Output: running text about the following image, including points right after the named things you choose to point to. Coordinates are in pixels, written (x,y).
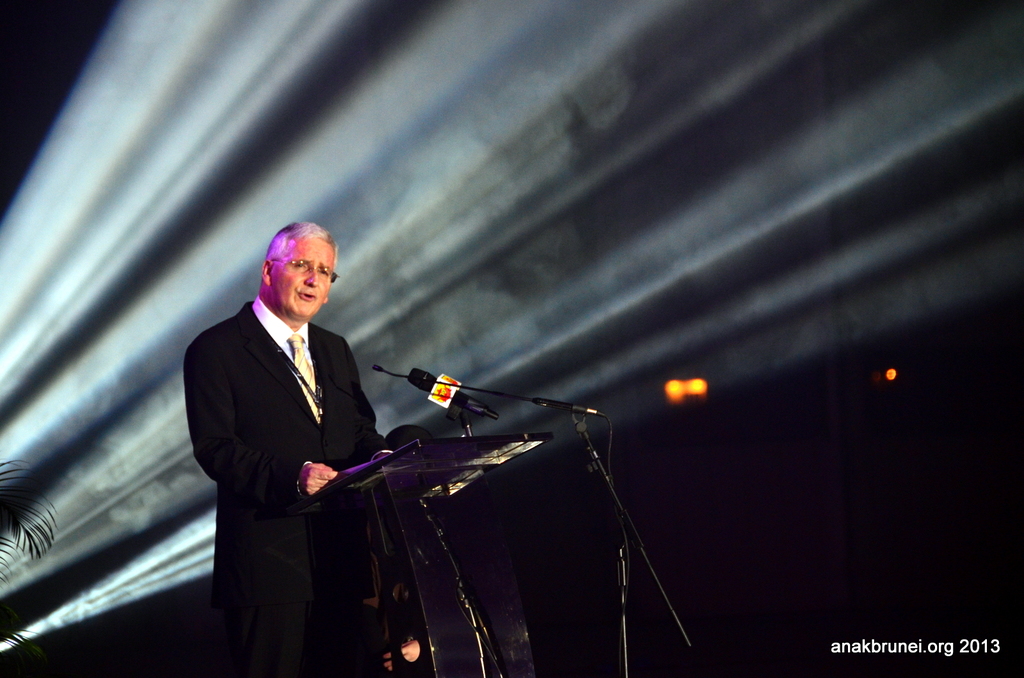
In the center of the image (349,359) there is a person (249,401) standing at lectern (460,454) with mic (455,396). In the background (398,418) we can see lights (39,632), tree (24,642).
